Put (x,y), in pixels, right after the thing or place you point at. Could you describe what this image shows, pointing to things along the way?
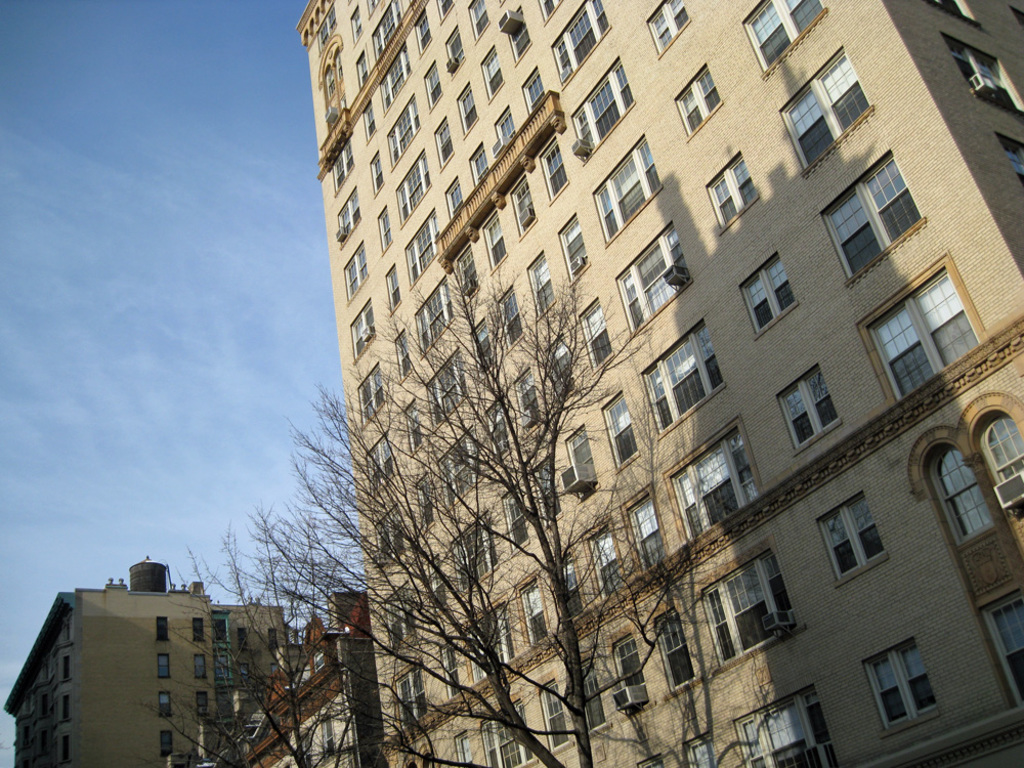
In the foreground of this picture (495,629), there is a tree (574,670) without leaves. In the background (755,205), there are buildings (188,680) and the sky (267,294).
